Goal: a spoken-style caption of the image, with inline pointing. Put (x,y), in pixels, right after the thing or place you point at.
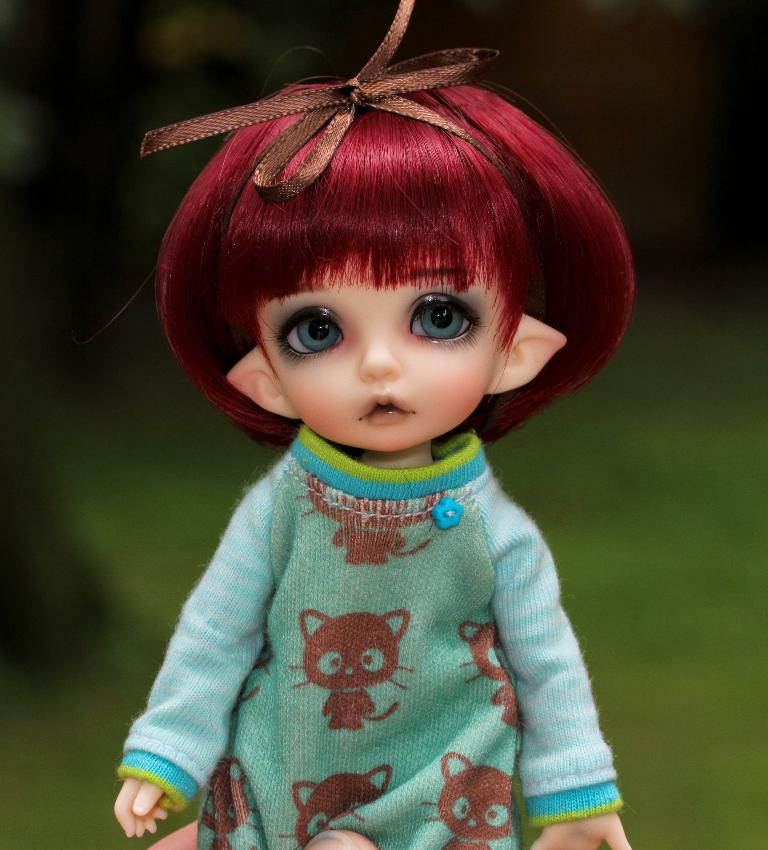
In this image I can see a doll (442,371), behind that there is so much of grass (69,752).
